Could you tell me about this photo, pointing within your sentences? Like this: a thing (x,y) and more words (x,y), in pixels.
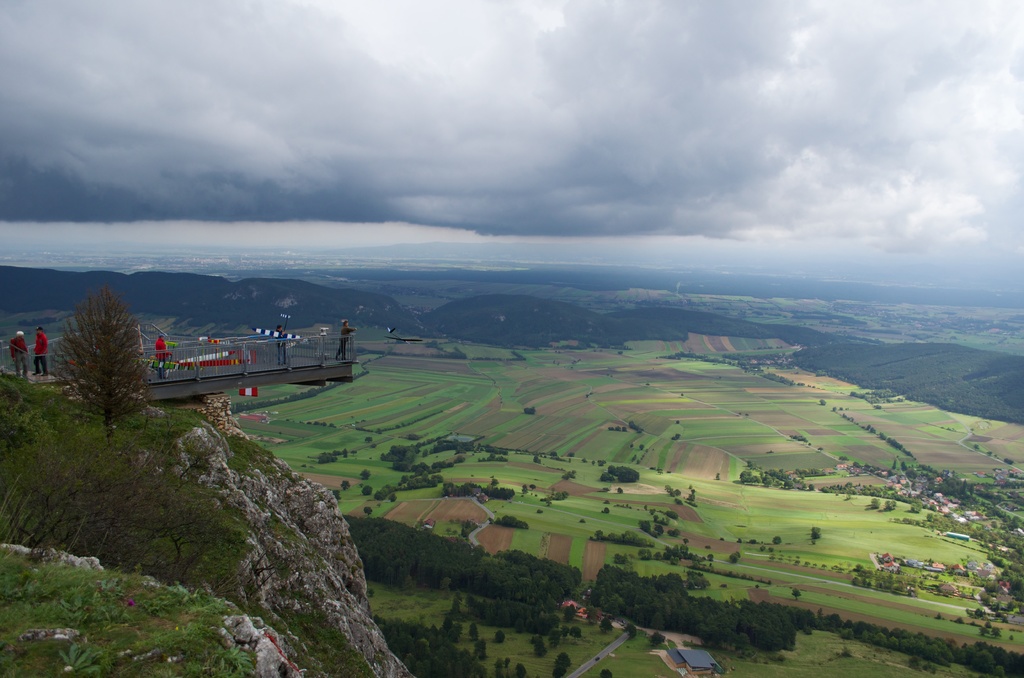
In this image we can see the hill (357,601), trees (540,562), houses (711,668), grass (541,676) and also the ground (672,455). We can also see the people (19,365) and also the deck (221,371) on the left (173,377). We can also see the cloudy sky (634,199).
